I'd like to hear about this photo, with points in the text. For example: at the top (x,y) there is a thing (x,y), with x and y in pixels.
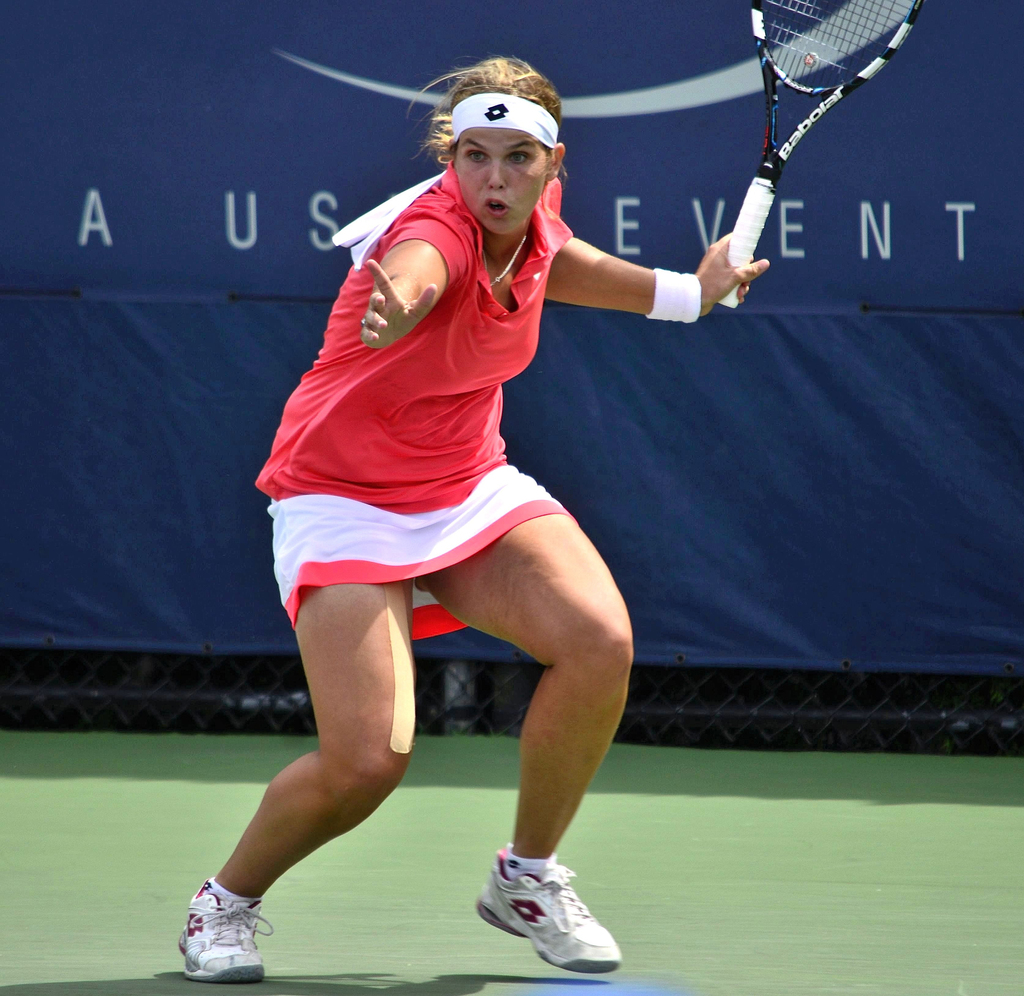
This image is clicked on the tennis ground (126,871). Here in the middle of the image (554,575) there is woman (418,408) who is playing tennis, she is wearing pink color shirt (449,378) and white color shoes (534,912), she also has a band (523,109) to her head (472,91). She is holding a racket (762,9) in her hand (712,302). There is a banner (864,255) on the backside (784,220).
